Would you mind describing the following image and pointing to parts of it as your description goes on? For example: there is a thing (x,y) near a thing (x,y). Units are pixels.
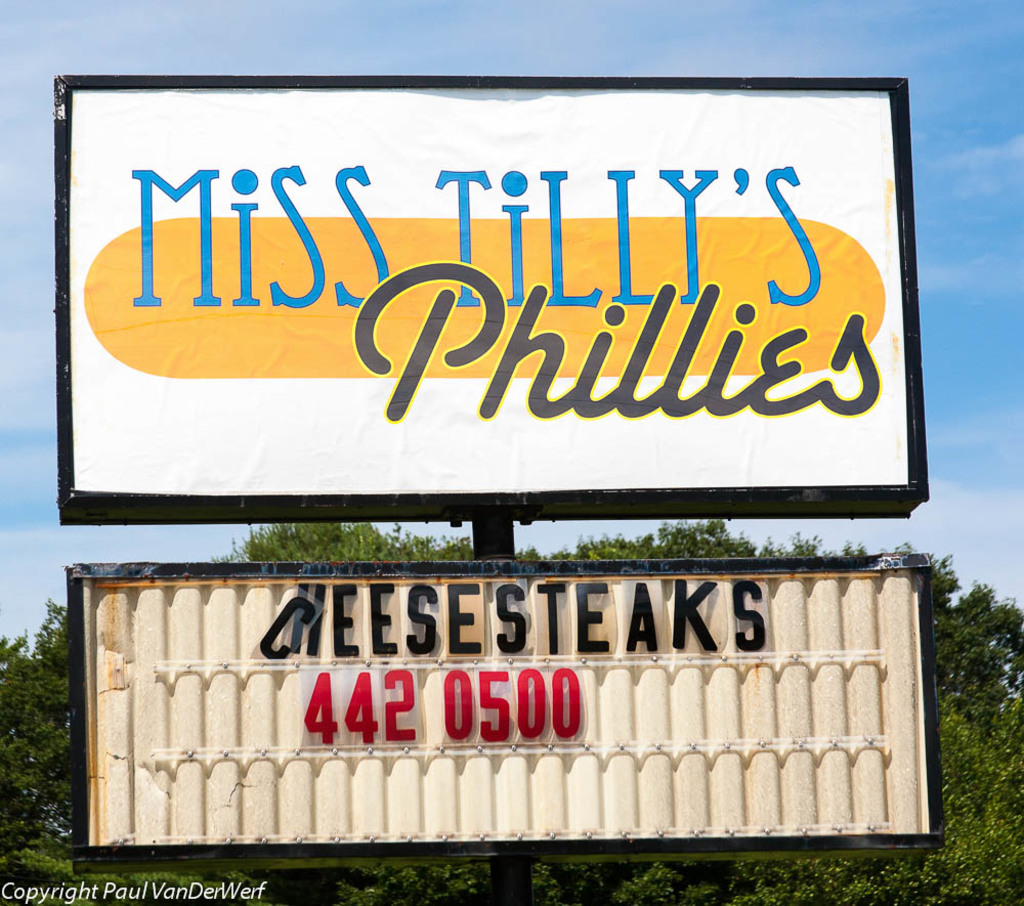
In this picture, there are two boards (402,312) to a pole (513,865). On the boards (512,659), there is some text (465,725) with colors. Behind it, there is a tree (243,901). In the background (231,54), there is a sky (557,18).
